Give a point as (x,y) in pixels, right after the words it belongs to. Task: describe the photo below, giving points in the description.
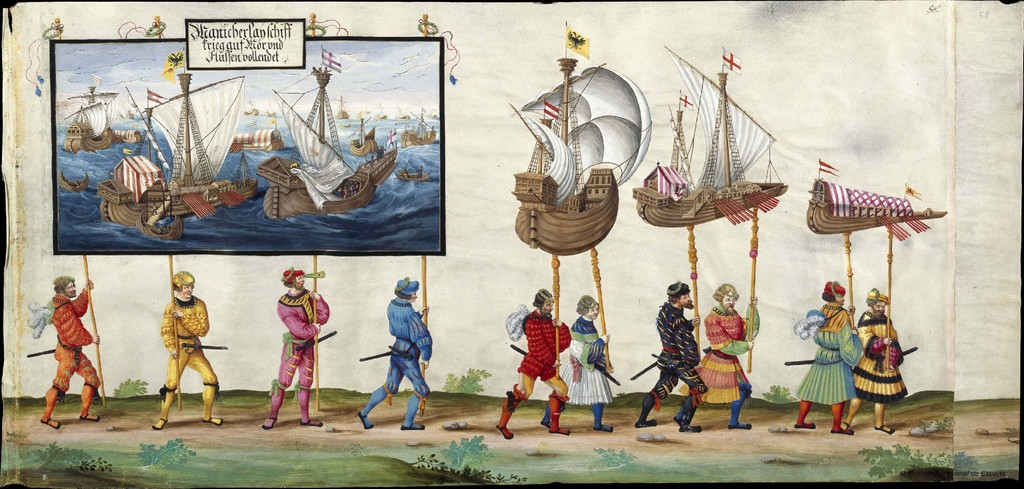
This is a painting. In this painting, people (746,330) are holding sticks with few objects (602,215) and walking through the walkway (519,424). At the bottom of the painting, there are plants (100,470) and stones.
